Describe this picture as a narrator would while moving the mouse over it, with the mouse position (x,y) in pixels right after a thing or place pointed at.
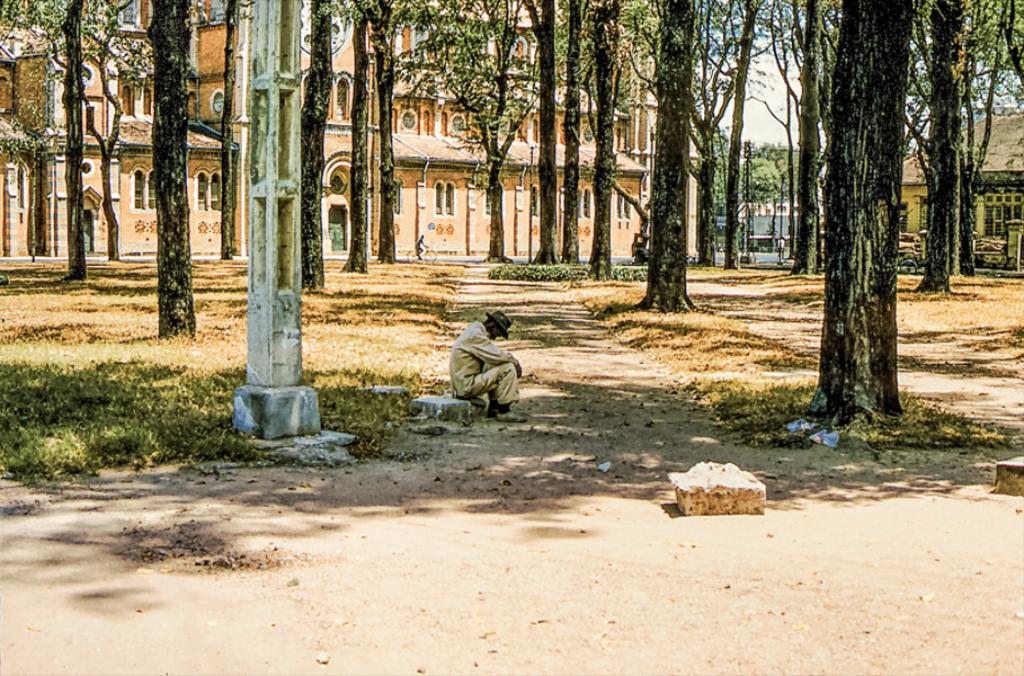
In the middle (490,349) a man (498,361) is sitting on the stone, he wore a hat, these are the trees (159,198). At the back side (468,231) there is a house (452,242).
